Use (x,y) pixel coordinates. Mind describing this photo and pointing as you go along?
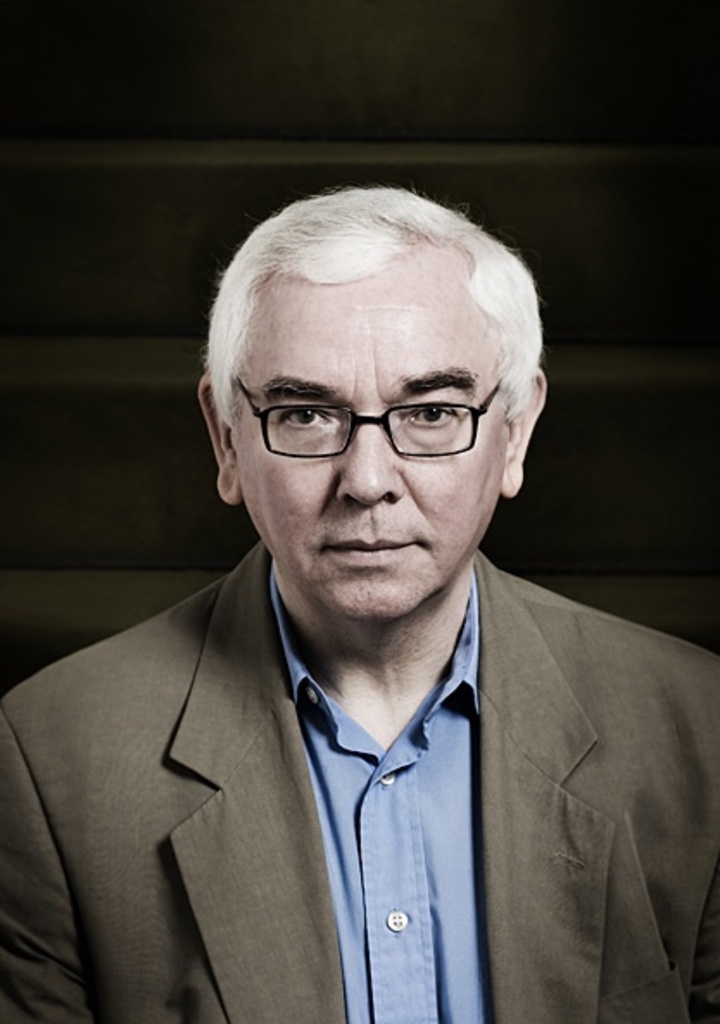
In this image there is a man (368,808). He is wearing spectacles (448,405), a blazer (557,819) and a shirt (388,864). Behind him there is a wall (412,86).
